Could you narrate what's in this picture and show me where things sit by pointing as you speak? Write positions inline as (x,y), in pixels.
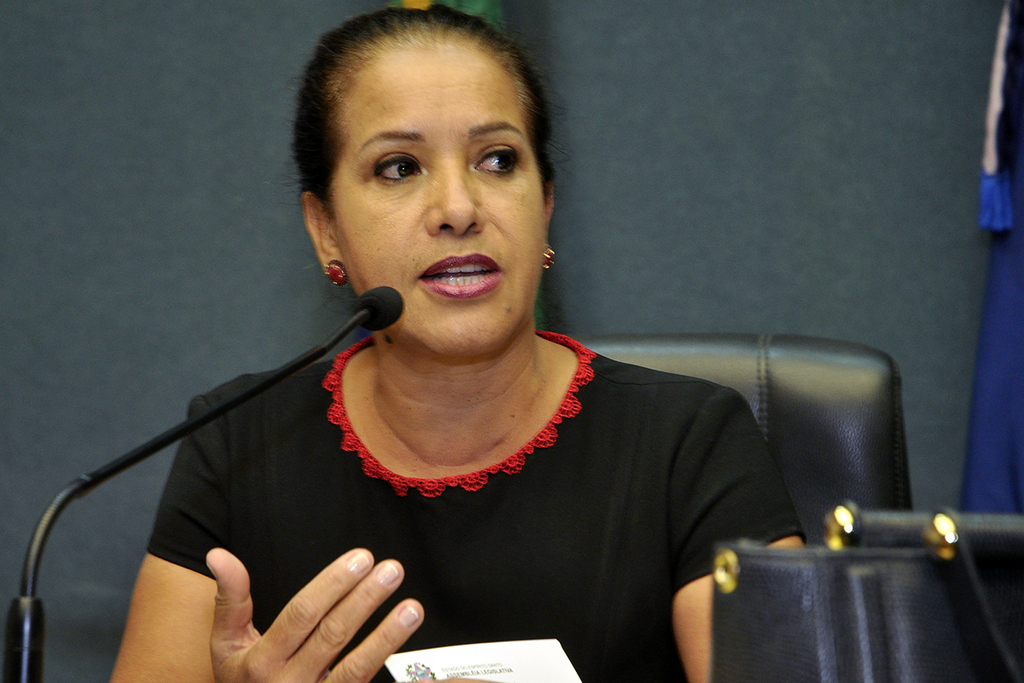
Here in this picture we can see a woman (479,408) in a black colored t shirt (567,566) sitting on a chair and speaking something in the microphone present in front of her and on the right side (901,608) we can see something present over there.
